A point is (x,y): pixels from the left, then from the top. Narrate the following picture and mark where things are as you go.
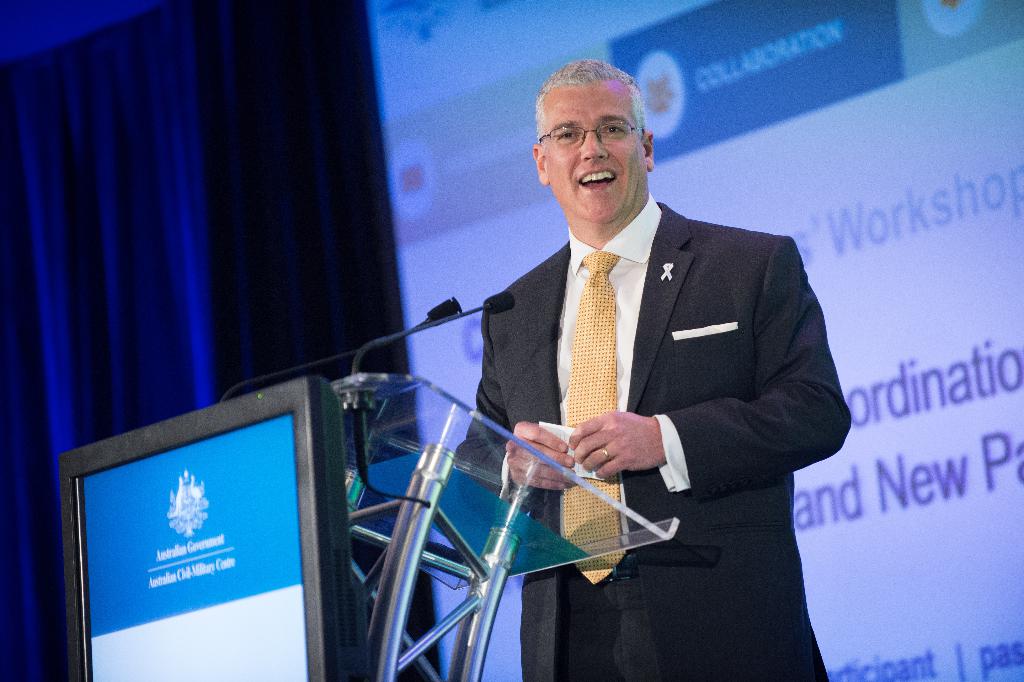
On the left side (332,453), there is a screen (90,630). On the right side (795,267), there is a person (611,204) in a suit (800,637), speaking and standing in front of a stand (433,479) which is having two microphones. In the background (386,52), there is a violet color curtain (56,178) and screen (454,78).
